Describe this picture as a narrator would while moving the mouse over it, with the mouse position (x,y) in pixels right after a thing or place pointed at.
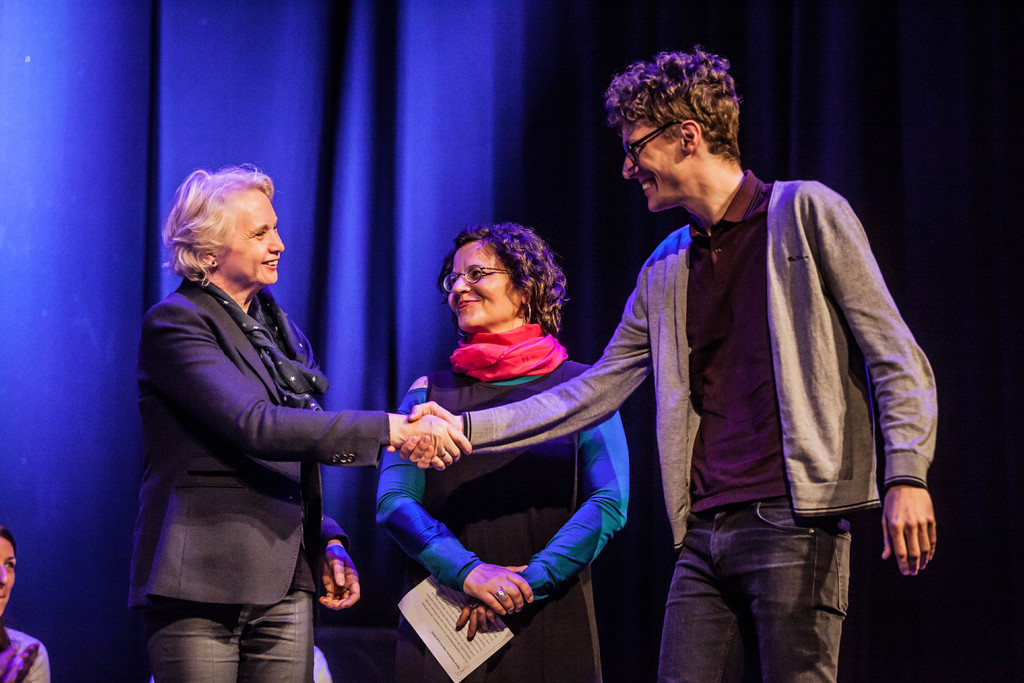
In the picture we can see a man (891,409) and two women (214,549) are standing and one woman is shaking hands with a man (684,671) and one woman (537,676) is holding some paper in the hand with some information in it and they are smiling and in the background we can see a person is sitting and behind her we can see a blue color curtain (414,268).
